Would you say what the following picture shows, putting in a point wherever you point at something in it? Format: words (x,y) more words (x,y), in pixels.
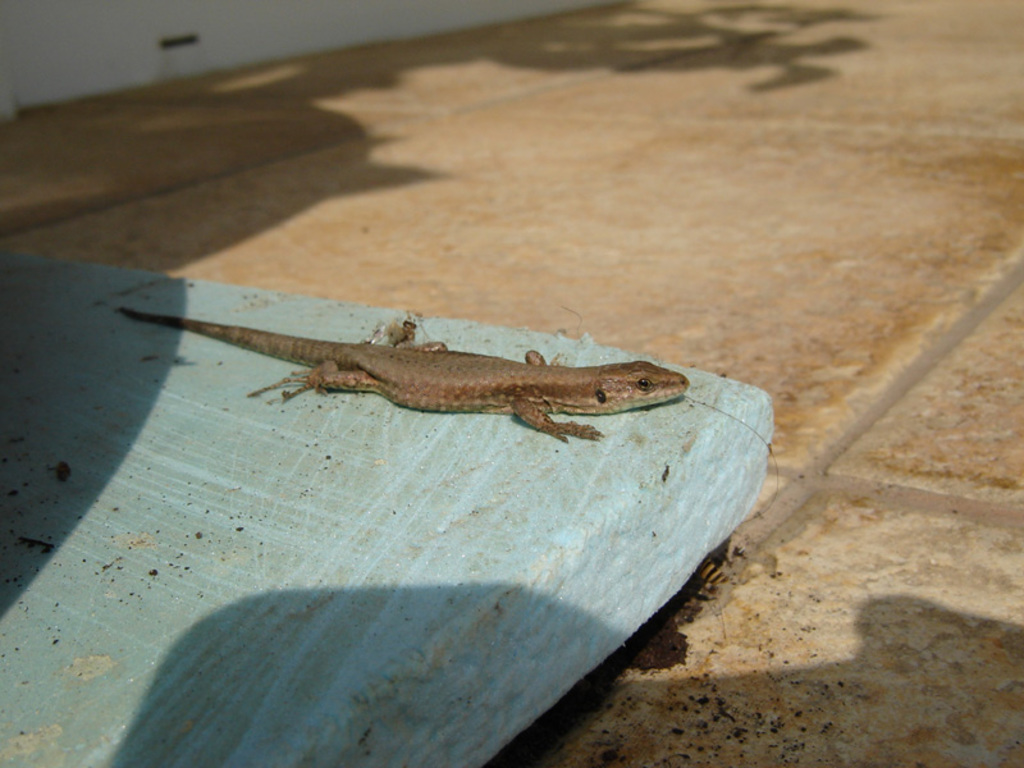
In this image there is a reptile (561,405) on an object (504,479) which is on the floor (797,205). Left top there is a wall (167,43).
